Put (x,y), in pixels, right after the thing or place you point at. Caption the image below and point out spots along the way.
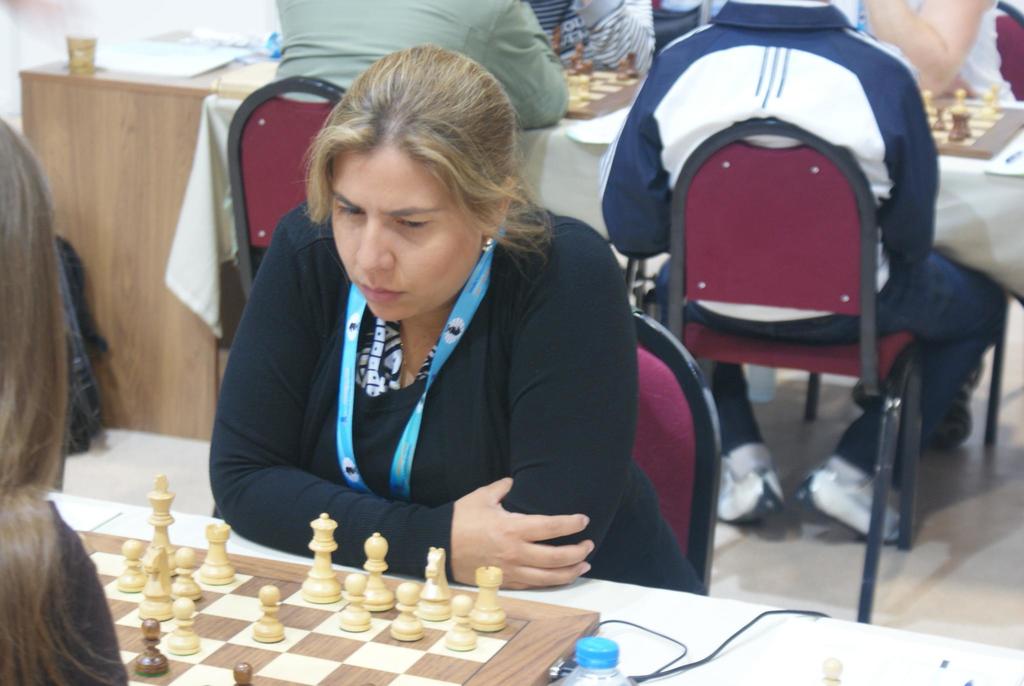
In the image we can see there are people (394,407) who are sitting on chair (792,216) and on table (641,670) there is chess board (211,683) with coins (425,591) and water bottle (593,662) and the chairs (797,234) are in red colour and people (452,377) are wearing id cards (406,456) in their neck (410,353).
